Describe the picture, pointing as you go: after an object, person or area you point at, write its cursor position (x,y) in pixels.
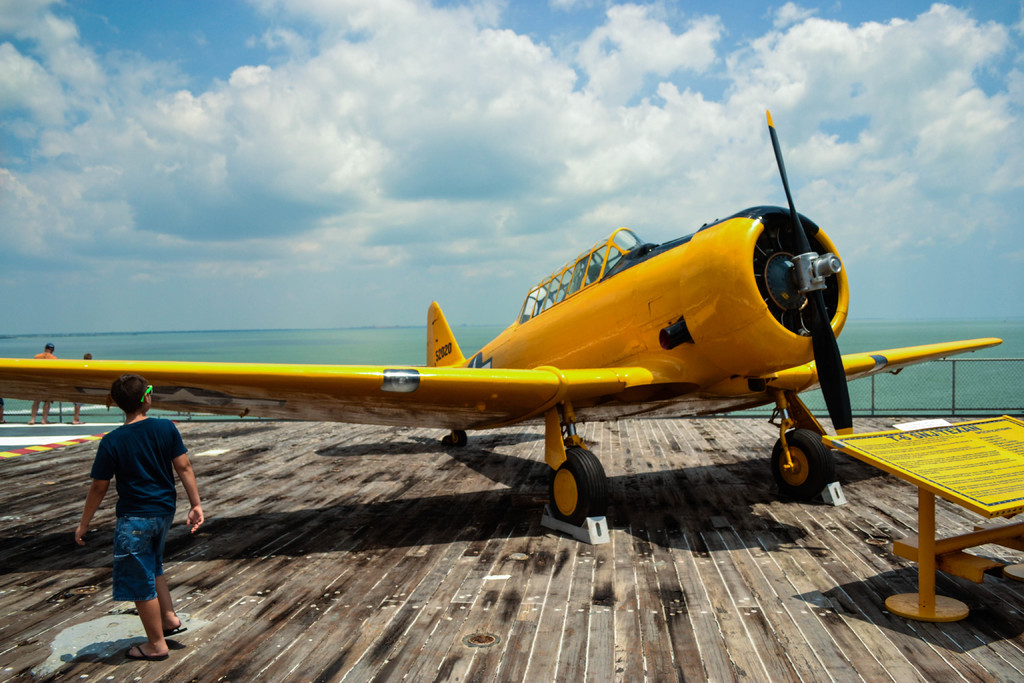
In this image, we can see a plane (656,350). We can see a board (944,465) with some text (952,461) written. There are a few people (152,625). We can see the wooden surface (389,542). We can see some water (326,340). We can see the fence (976,374). We can see the sky (346,313) with clouds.
